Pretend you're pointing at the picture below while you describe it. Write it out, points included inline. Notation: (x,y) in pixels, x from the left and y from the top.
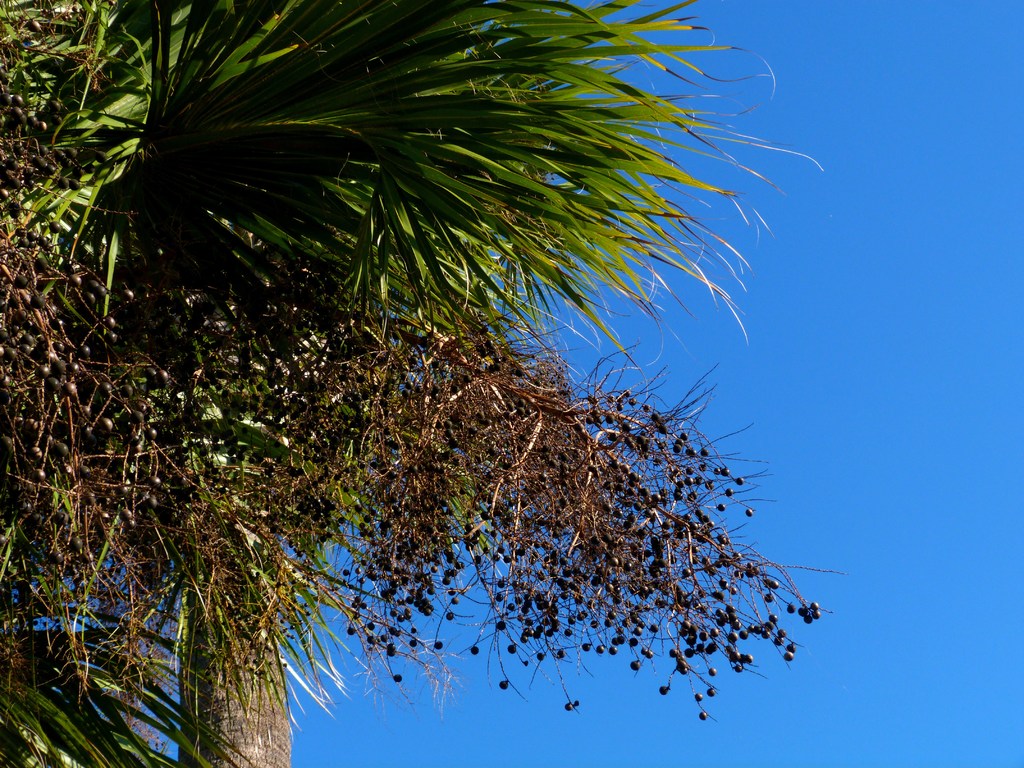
In this image I can see trees (317,345). In the background (787,324) I can see the sky (787,350).
